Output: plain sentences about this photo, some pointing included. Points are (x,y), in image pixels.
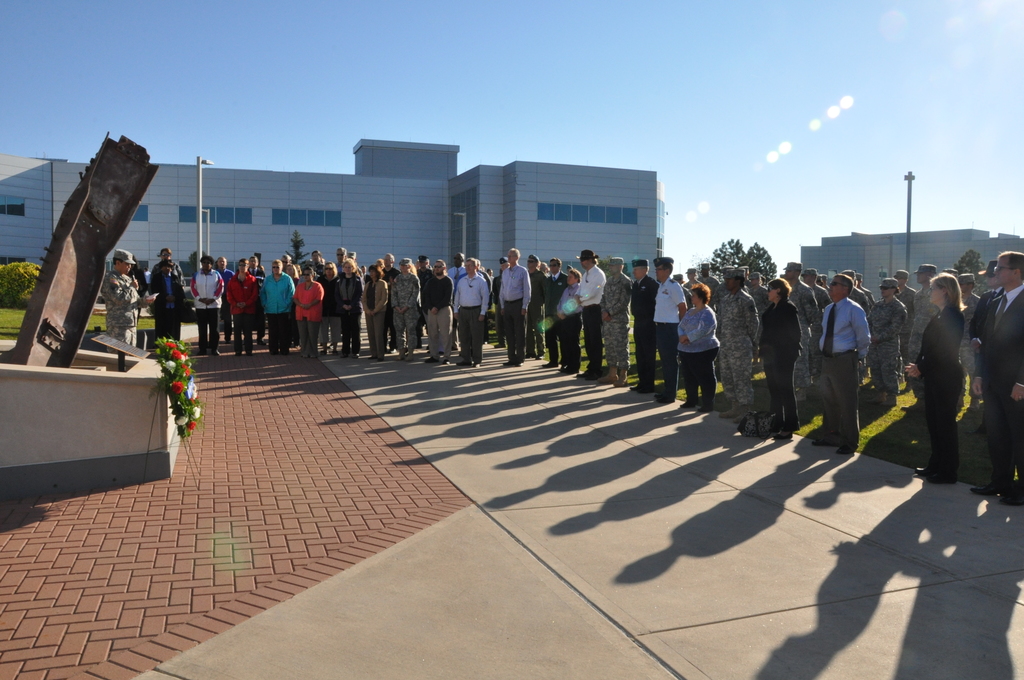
In this image I can see the group of people (533,306) with different color dresses (549,337) and few people (593,318) with caps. In front of these people (228,336) I can see an object (67,376) and there are flowers (166,389) which are in red and white color. In the background (305,246) I can see the poles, buildings (592,226), trees (727,267) and the sky (575,108).
